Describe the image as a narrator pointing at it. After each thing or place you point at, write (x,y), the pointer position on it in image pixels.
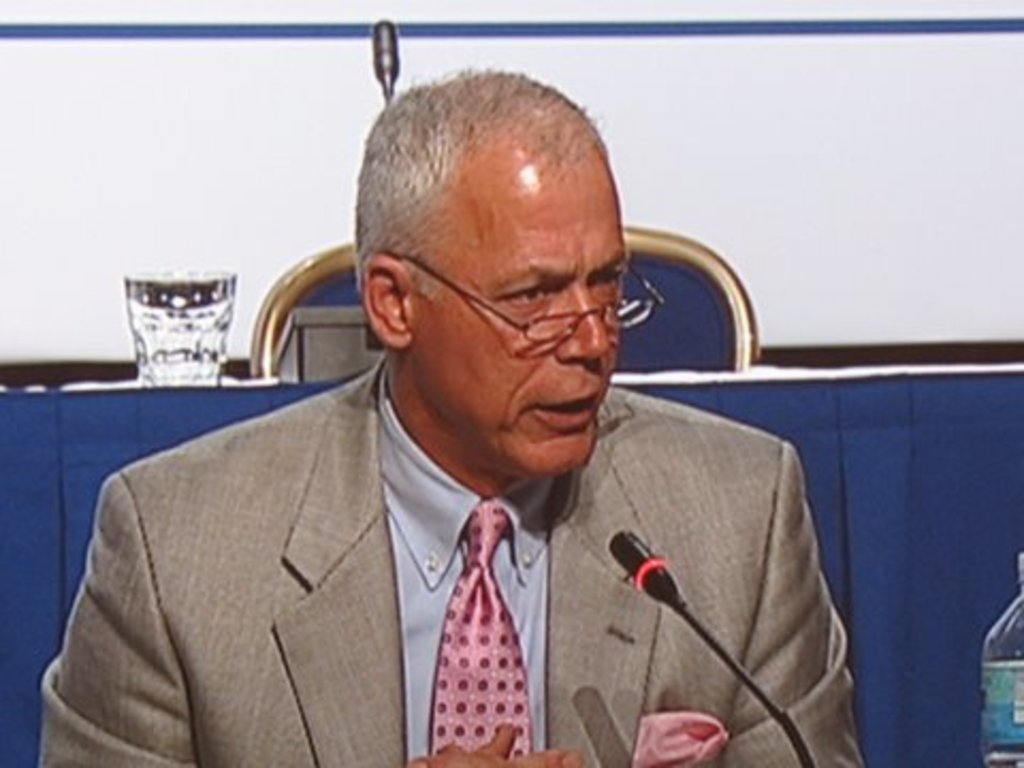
In the bottom right side of the image (1022,636) we can see microphone (623,557) and bottle (1023,762). In the middle of the image (672,479) a person (601,664) is sitting. Behind him there is a table (924,748), on the table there is a glass (152,330) and microphone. Behind the table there is a chair (329,255). At the top of the image (289,171) there is wall (10,34).
